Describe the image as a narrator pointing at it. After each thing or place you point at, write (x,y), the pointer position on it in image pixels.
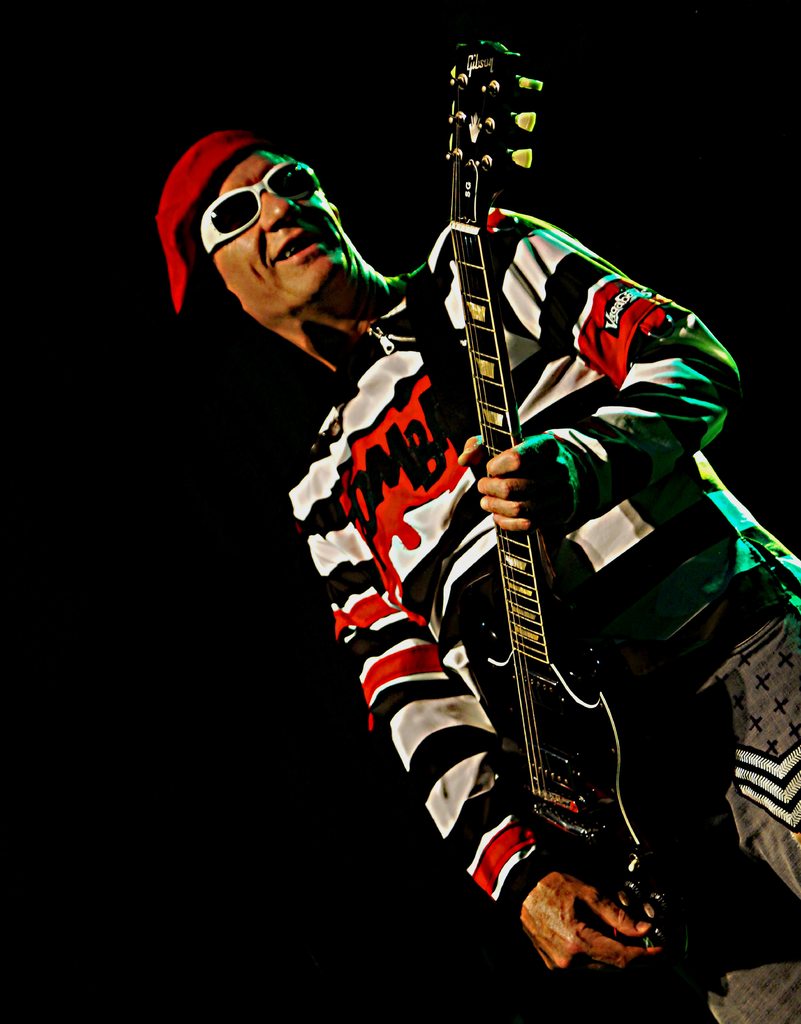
In this image, I can see the man (342,294) standing and holding a guitar (502,431) in his hands (504,456). He wore a T-shirt (378,461), cap (208,188), goggles (236,223) and trouser (747,739). The background (215,812) looks dark.
